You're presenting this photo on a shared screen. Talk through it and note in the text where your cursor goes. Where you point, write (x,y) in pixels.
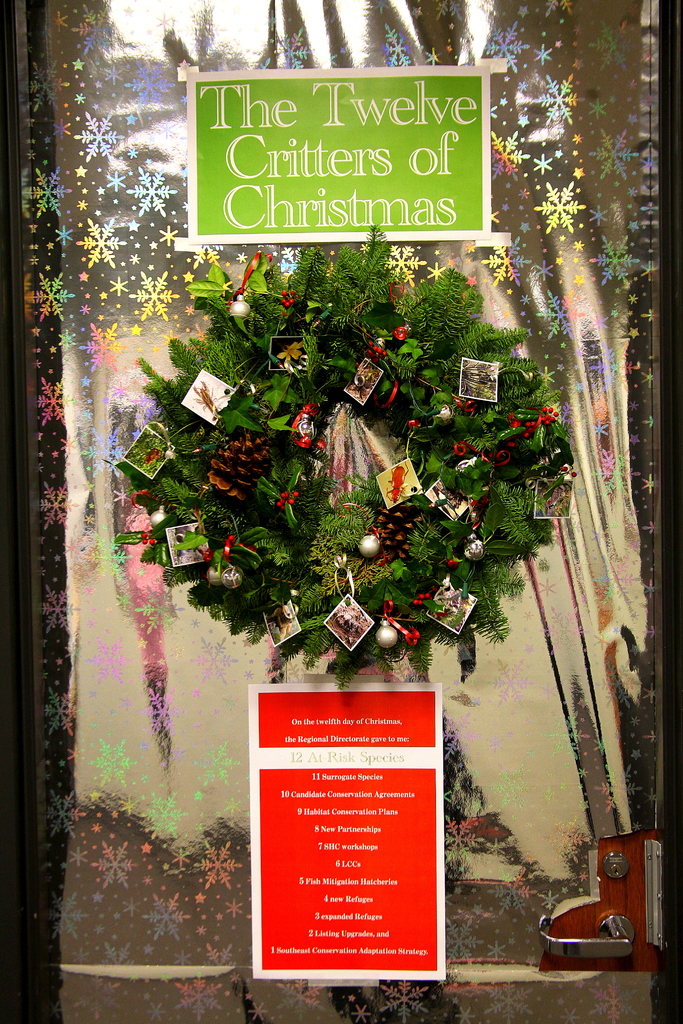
In the picture I can see the red color poster (344,741) and a green color poster (368,94) and a Christmas decoration ornaments items (280,545) are pasted on the glass door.
